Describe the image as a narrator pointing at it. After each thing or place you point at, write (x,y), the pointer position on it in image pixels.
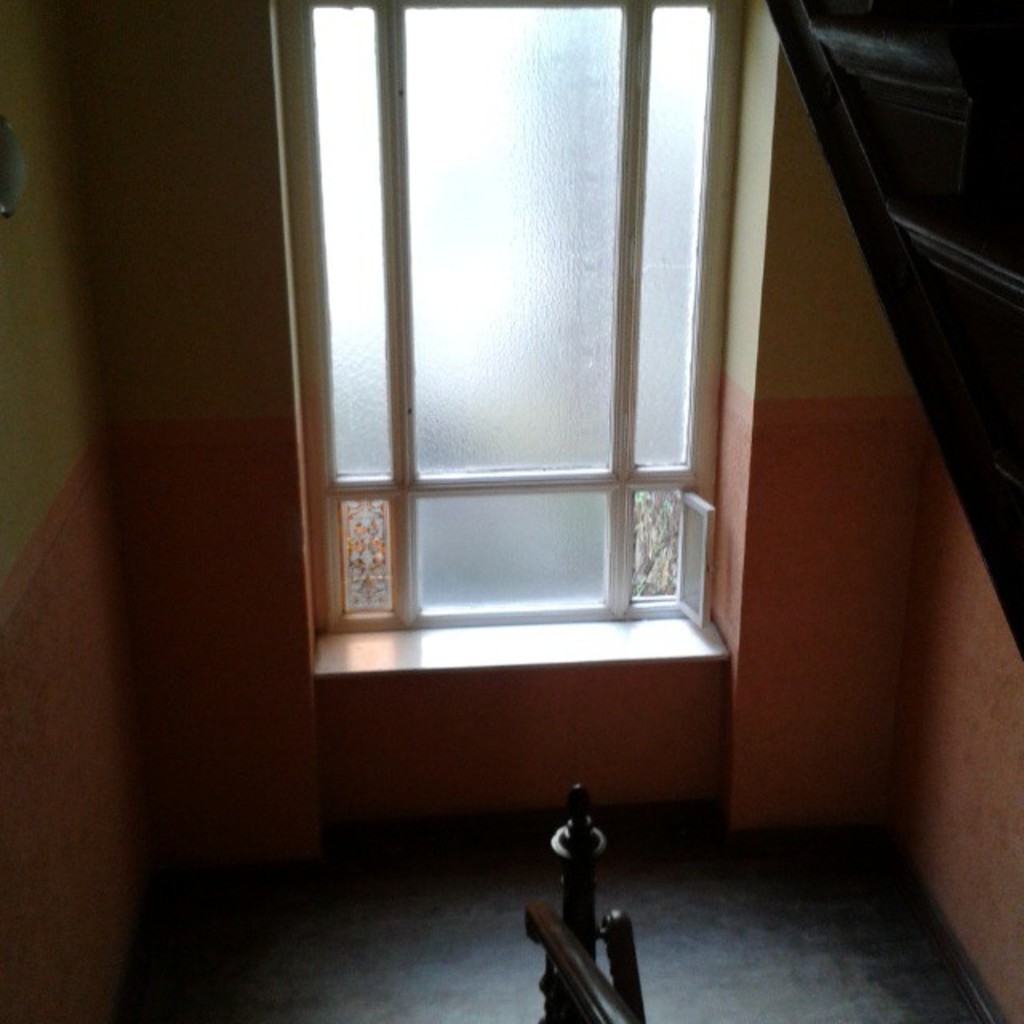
In this image there is a window (544,285) truncated towards the top of the image (560,317), there is the wall (185,338) truncated towards the top of the image (158,209), there is the wall (159,321) truncated towards the left of the image (162,365), there is wall (980,676) truncated towards the right of the image (979,753), there is an object (942,187) truncated towards the right of the image (923,236), there is an object (571,892) truncated towards the bottom of the image (575,994), there is an object (575,875) truncated towards the bottom of the image (567,906).
